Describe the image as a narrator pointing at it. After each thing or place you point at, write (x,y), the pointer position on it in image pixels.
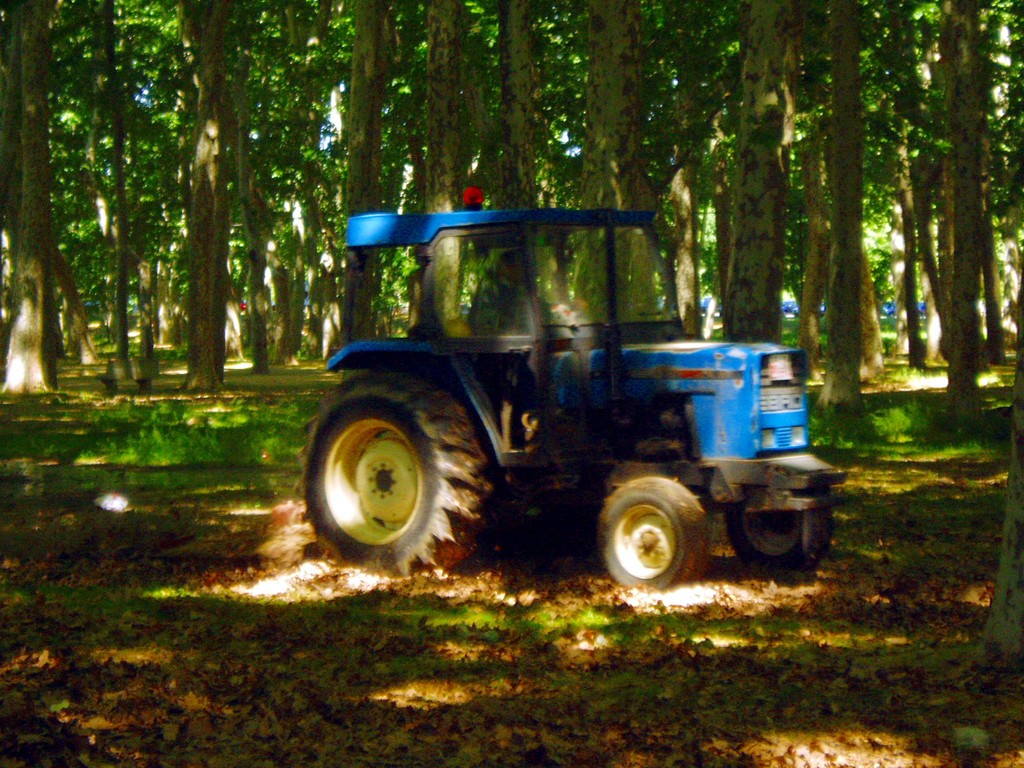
In this picture I can see a tractor (503,470) and few trees (660,125) and I can see grass (193,452) on the ground (30,538).
